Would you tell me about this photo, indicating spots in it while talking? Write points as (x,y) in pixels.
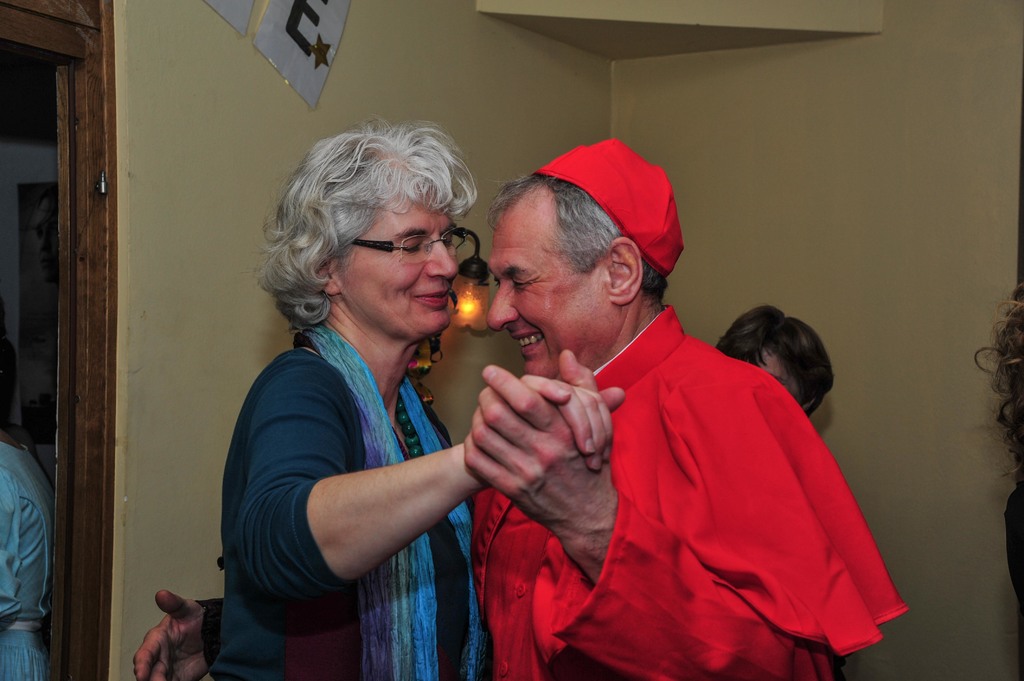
This is the picture of a room (250,156). In this image there are two persons (424,421) standing and smiling and holding the hands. At the back (918,277) there are group of people (6,630) and there is a poster (335,0) and light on the wall (370,82).
